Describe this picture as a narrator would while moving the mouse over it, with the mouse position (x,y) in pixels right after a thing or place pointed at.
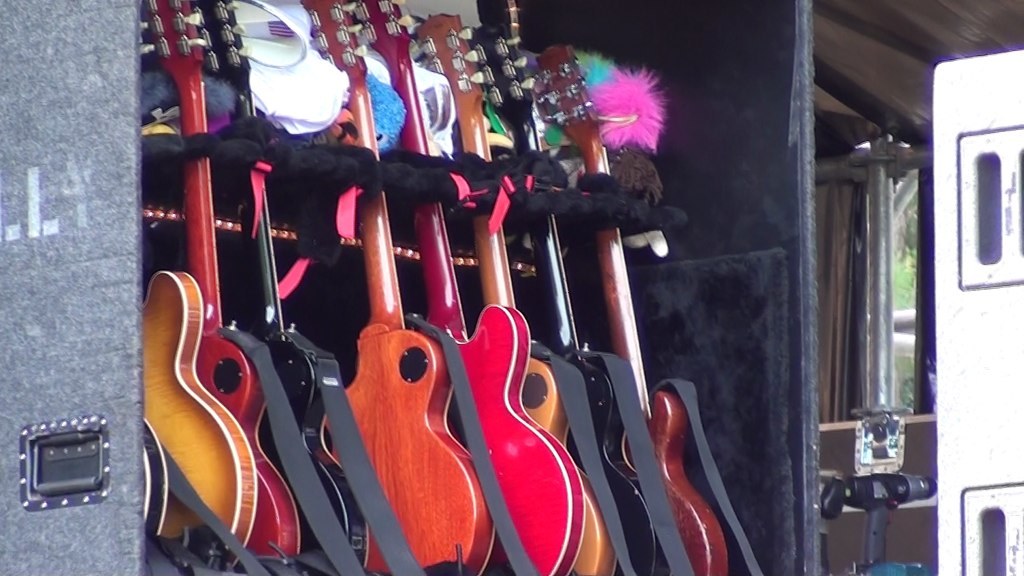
In this image we can see many guitars (700,549) of different color.
